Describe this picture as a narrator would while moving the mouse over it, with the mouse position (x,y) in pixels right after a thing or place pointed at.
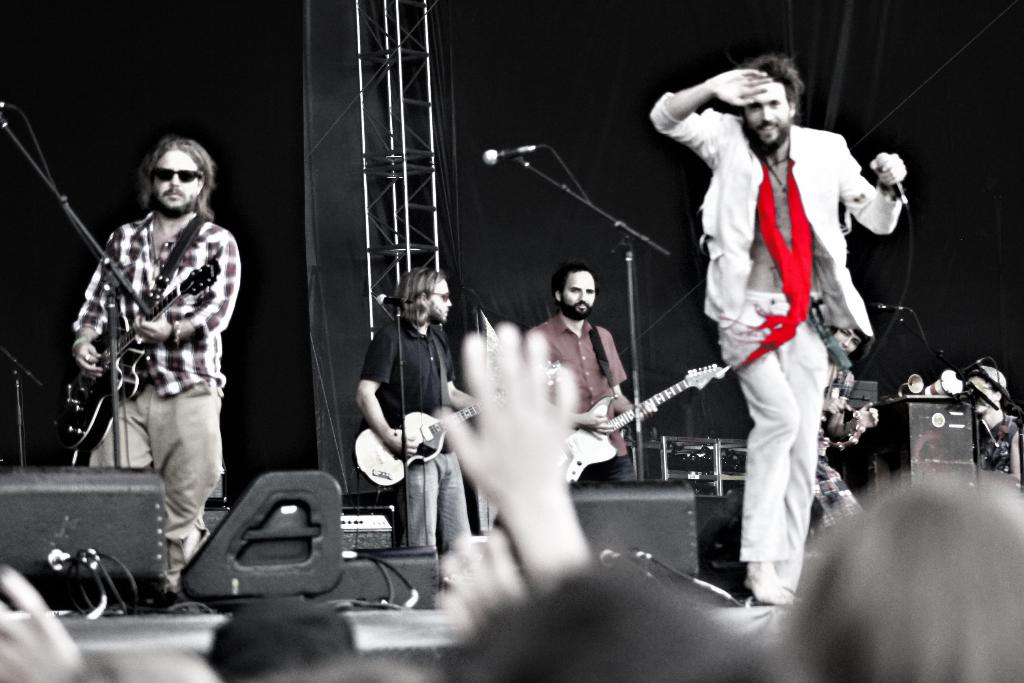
In this image there are four person (410,332) standing on the stage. On the left side (137,456) there is a person (140,438) playing a guitar (124,378). On the right side (784,241) the person (817,216) is holding a mic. At the back side (289,204) there is a curtain (253,107) covered.
